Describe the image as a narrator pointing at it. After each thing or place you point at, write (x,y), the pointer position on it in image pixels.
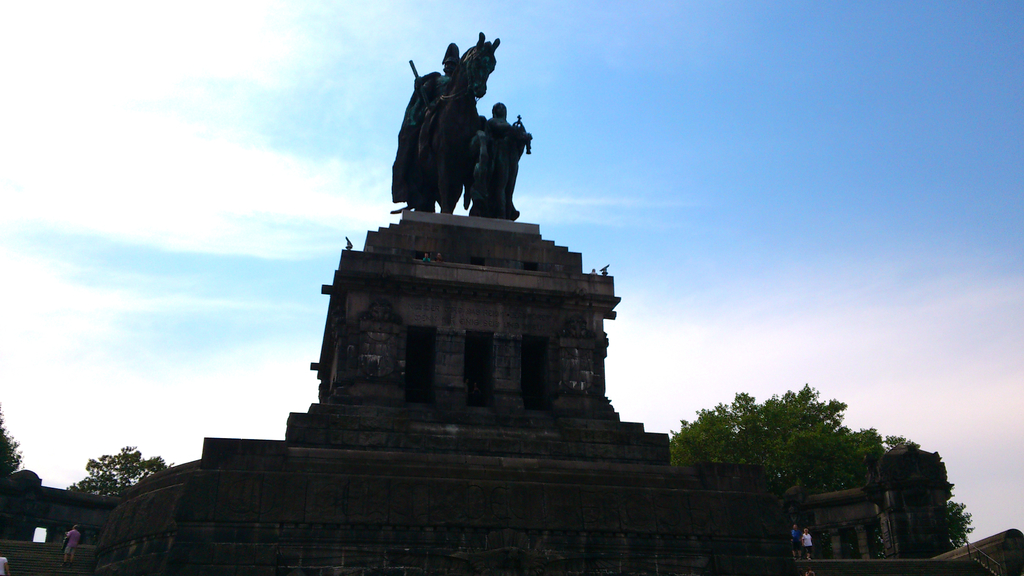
In this image there are statues (488,168). At the bottom (457,482) we can see a pedestal (432,441). In the background (742,402) there are trees (745,408) and sky (69,430). We can see people (78,526). On the left (26,550) there are stairs (26,559).
